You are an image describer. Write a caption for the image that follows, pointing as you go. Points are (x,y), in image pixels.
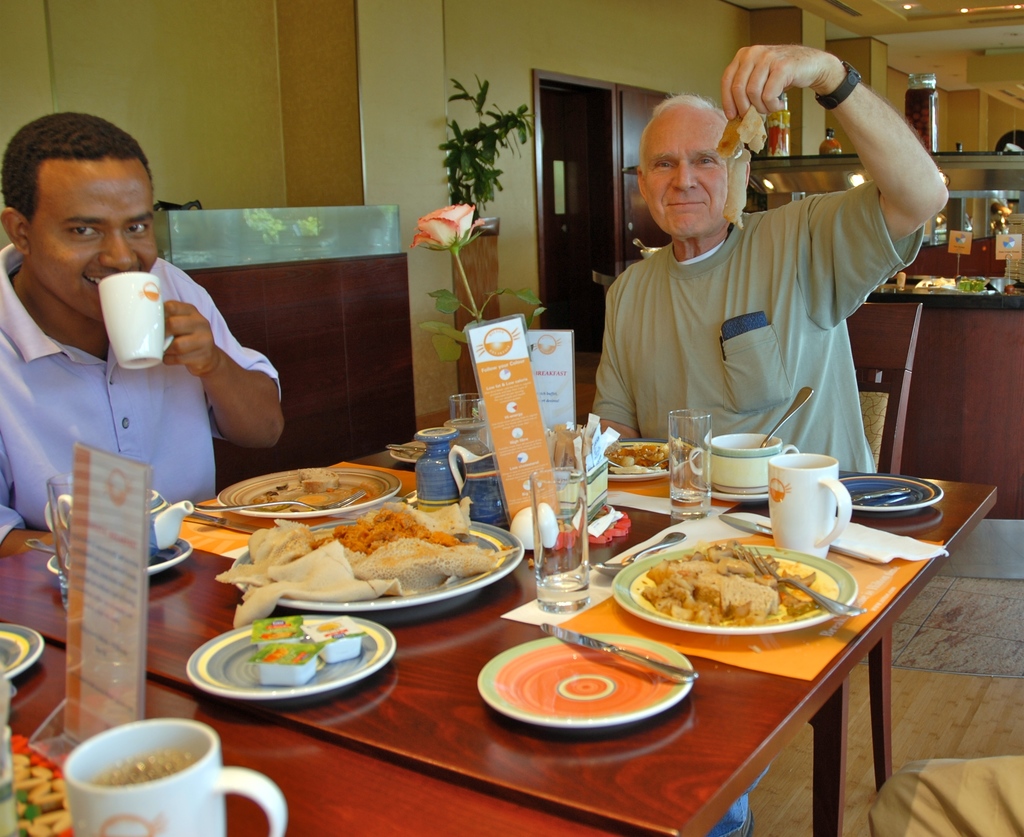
There are two persons (639,324) sitting on the chairs (883,337). This is table (447,731). On the table (482,701) there are plates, cups (750,487), glasses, and some food (773,561). This is floor (967,681). There is a flower (489,307). On the background (272,116) there is a wall (281,71) and this is door (611,170). And there is a plant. Here we can see light (859,183).
